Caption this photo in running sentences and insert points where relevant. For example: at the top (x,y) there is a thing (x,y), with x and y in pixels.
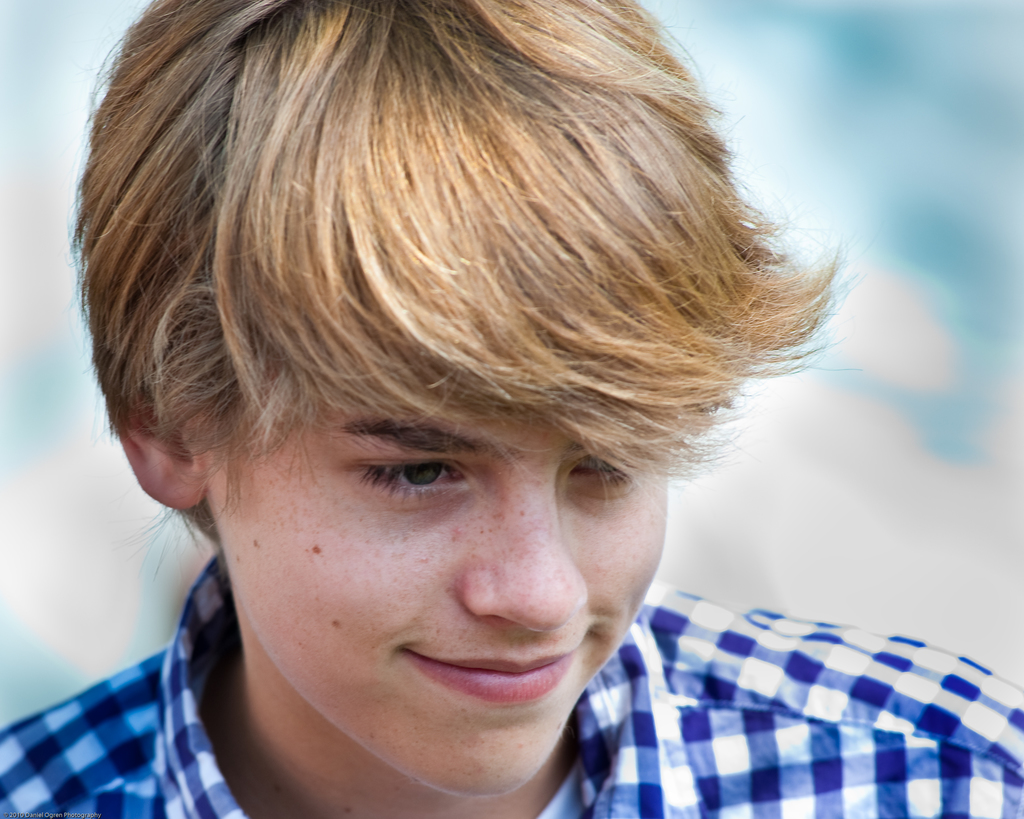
In this picture I can see a man (531,332) and I can see a blurry background (830,225).
